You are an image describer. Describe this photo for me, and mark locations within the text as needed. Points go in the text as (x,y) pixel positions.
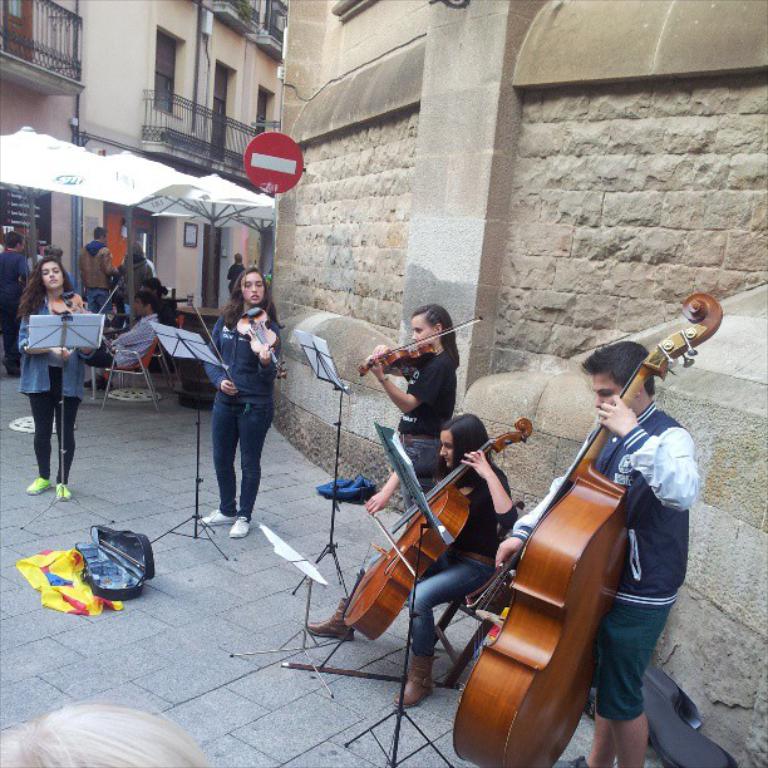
In this image, There is a floor (58,638) which is in gray color, There are some people (620,604) standing and they are holding some music instruments (586,580) which are in brown color, In the background (369,336) there is a brown color wall (340,165), There are some umbrellas (157,185) which are in white color.
